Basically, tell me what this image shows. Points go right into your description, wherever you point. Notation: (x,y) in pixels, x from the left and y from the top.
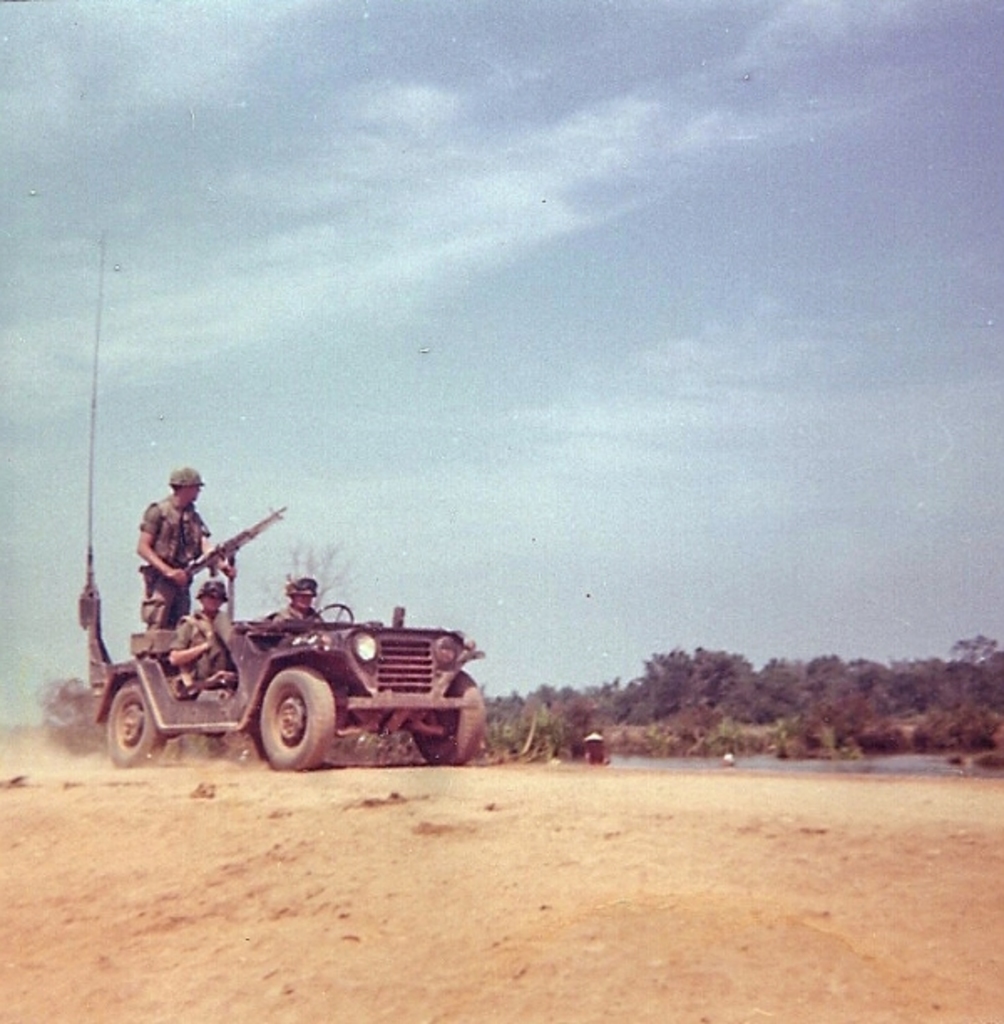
In this image we can see three persons (215,657) riding on the car (435,690), one of them is holding a gun (222,558), there are trees (683,691), also we can see the sky (248,509).
